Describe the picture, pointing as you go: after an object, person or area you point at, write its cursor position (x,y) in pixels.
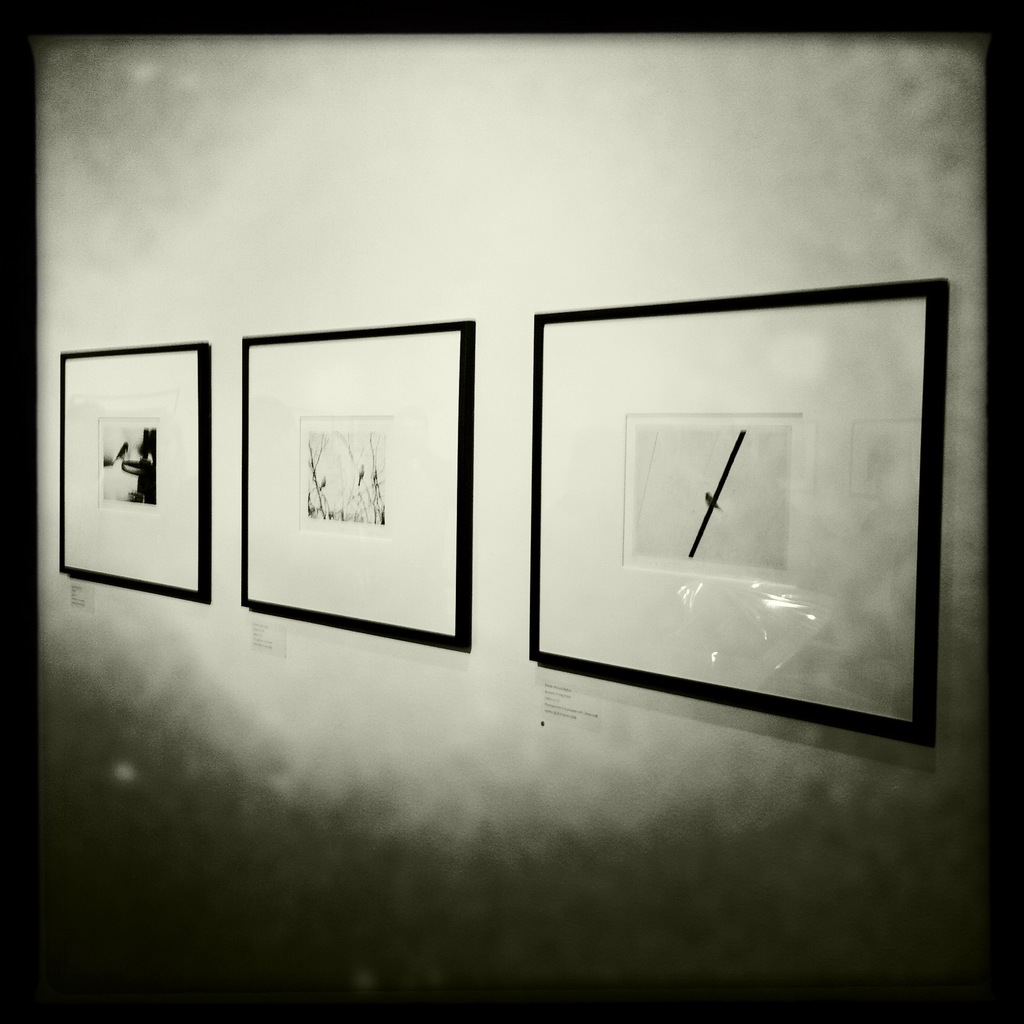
This image is a black and white image. This image is taken indoors. In this image there is a wall (165,742) with three picture frames (793,428) on it.
